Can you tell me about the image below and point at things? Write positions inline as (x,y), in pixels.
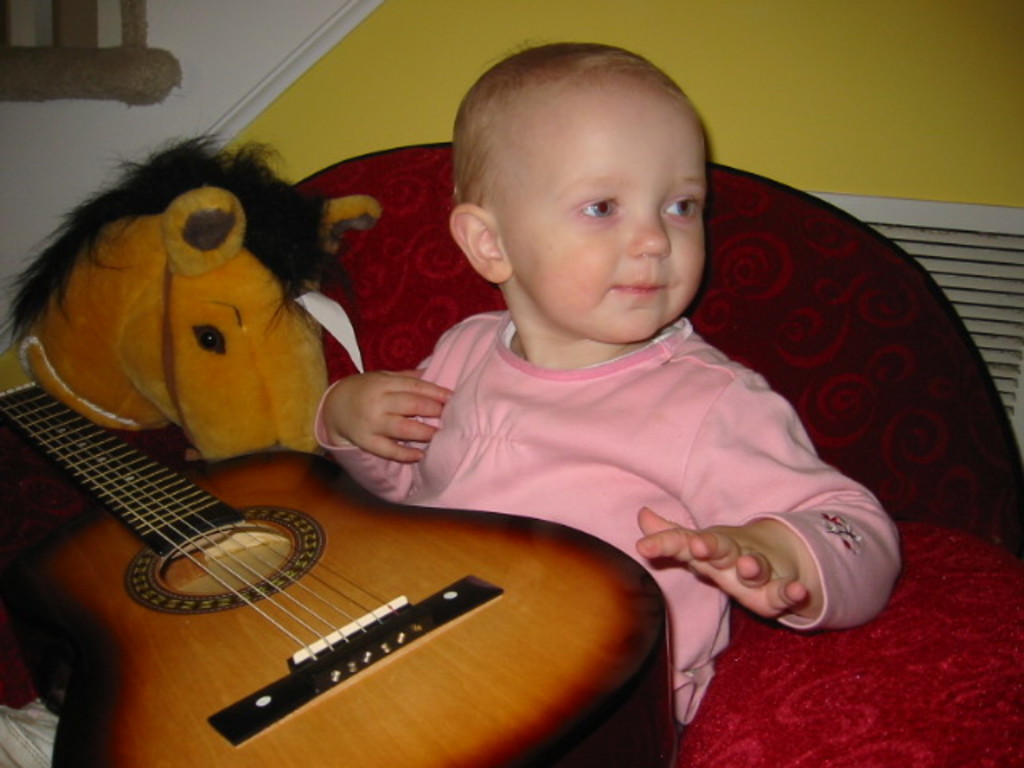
This kid (386,449) sitting on the chair (8,461) and holding guitar (190,510). This is toy (242,214). On the background (317,25) we can see wall (266,19).
